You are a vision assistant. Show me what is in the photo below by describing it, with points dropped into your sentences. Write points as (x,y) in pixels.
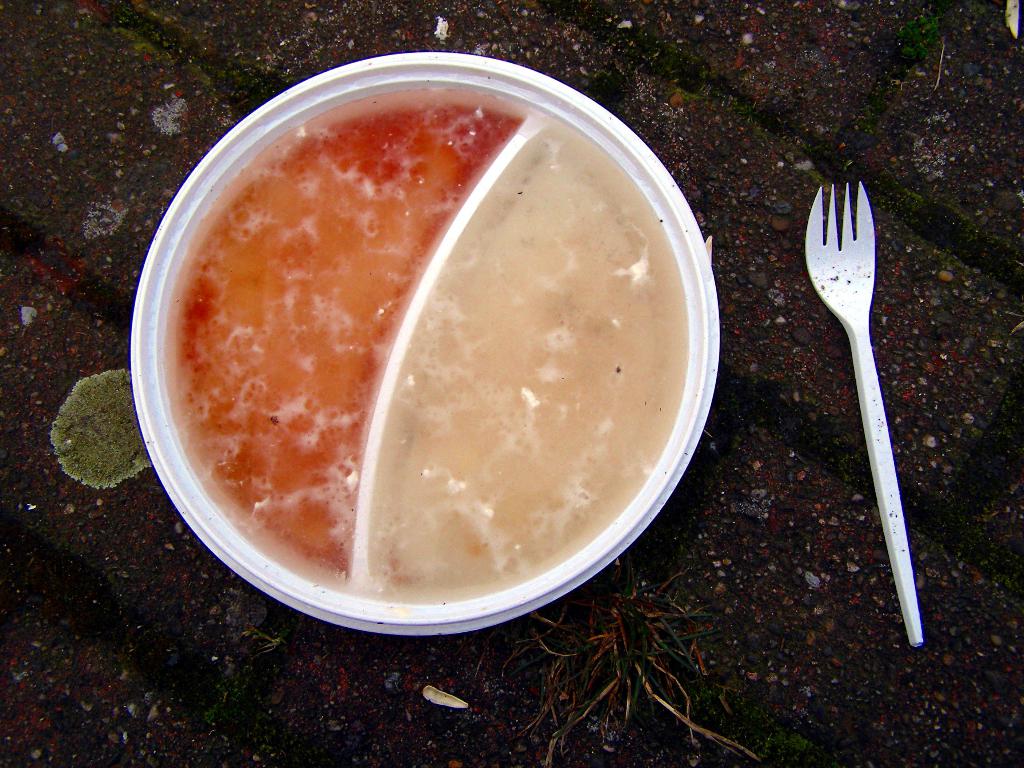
There is a bowl (220,164) which is consisting of two types of food items (370,344). One is red colour and other one is white colour. There is a fork (821,290) beside the bowl (198,212). The bowl (186,209) and the fork (868,368) are placed on the floor (718,168) which is made up of blocks (780,192).
